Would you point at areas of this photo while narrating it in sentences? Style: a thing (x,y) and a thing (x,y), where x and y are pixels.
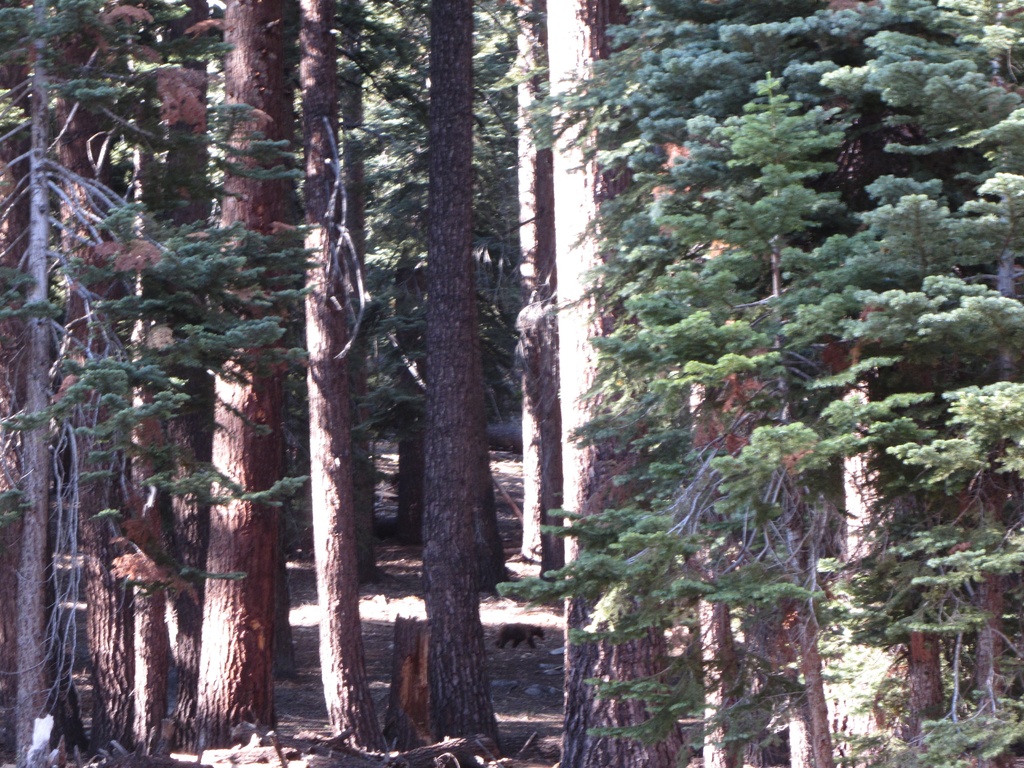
In this image there are some trees (647,486) as we can see in middle of this image (589,376) and there is one bear (530,640) at bottom of this image (537,629).
